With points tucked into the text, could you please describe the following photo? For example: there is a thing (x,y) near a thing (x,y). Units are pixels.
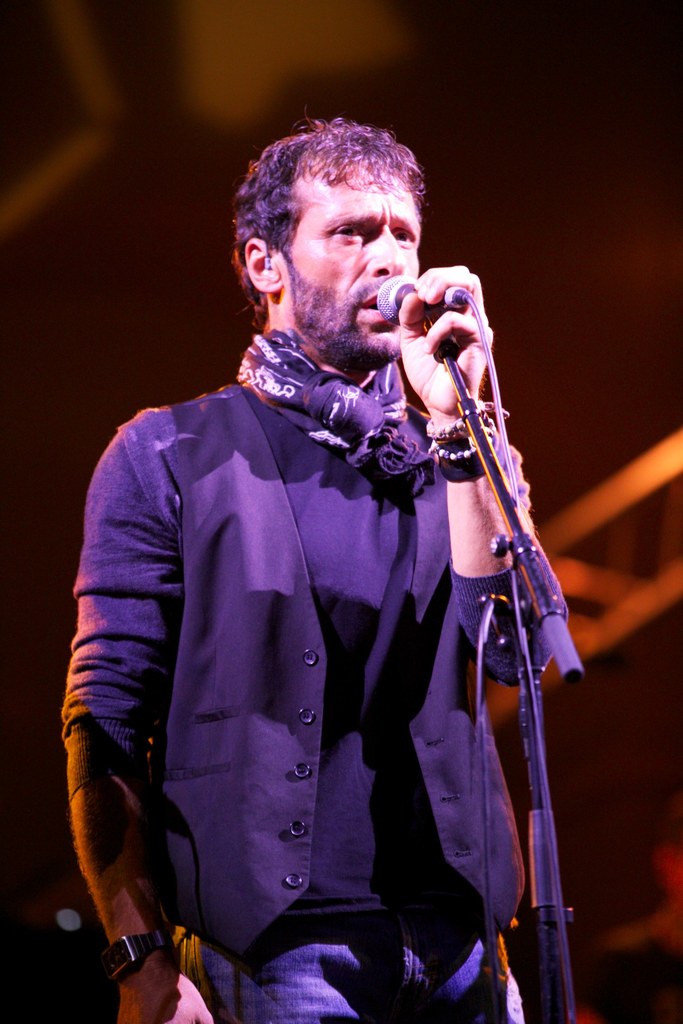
In this image I can see the person (240,513) standing in-front of the mic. The person (465,598) is wearing the black color dress (226,650) and also holding the mic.
